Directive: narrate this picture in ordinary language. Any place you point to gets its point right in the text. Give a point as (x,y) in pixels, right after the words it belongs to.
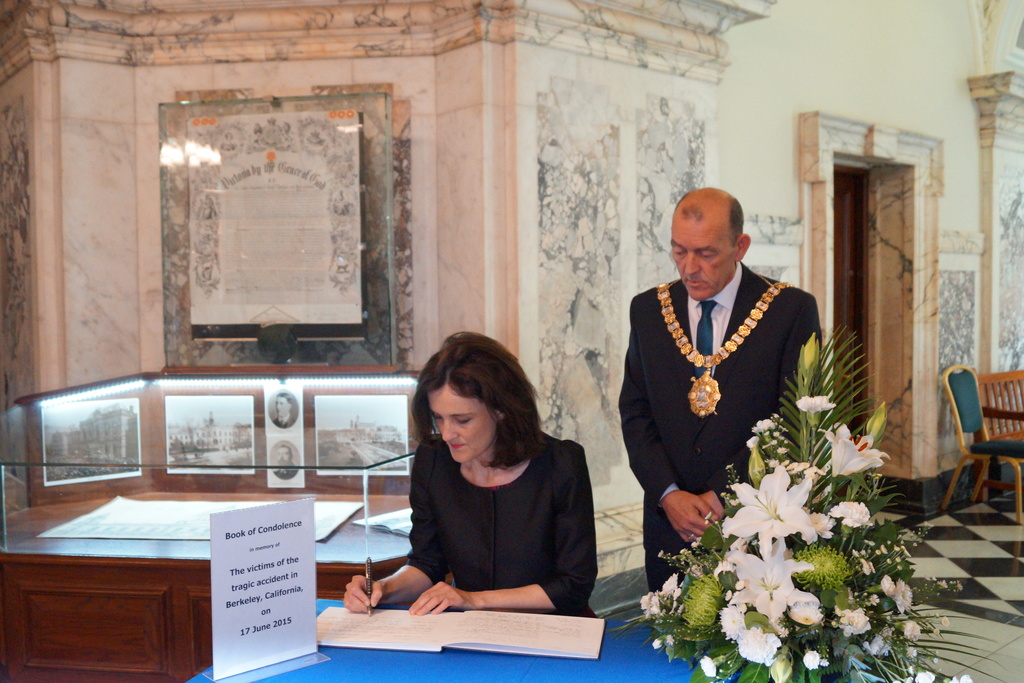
In this picture we can see a man (628,382) and woman (462,462), she is writing with the help of pen (368,580) in the book (397,628), in front of her we can see a bouquet (882,555) and a board (280,616) on the table (449,670), behind to her we can see glass (267,360), a chair (975,393) and a bench (992,409), and also we can see a frame (327,228) on the wall (490,192).
